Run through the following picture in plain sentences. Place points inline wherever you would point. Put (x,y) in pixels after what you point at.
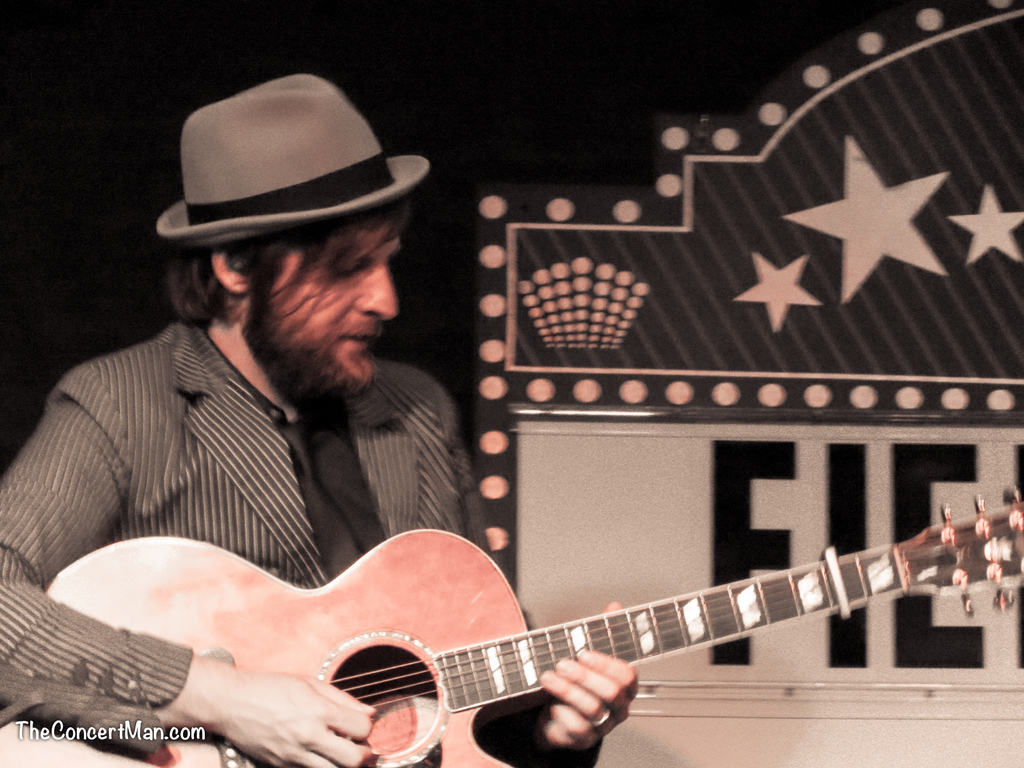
In this image a man (307,535) is playing guitar (450,680). He is wearing a suit (164,465) and a hat (201,187). he is wearing a black shirt (326,471). There is a banner (591,445) in the background (632,424).
